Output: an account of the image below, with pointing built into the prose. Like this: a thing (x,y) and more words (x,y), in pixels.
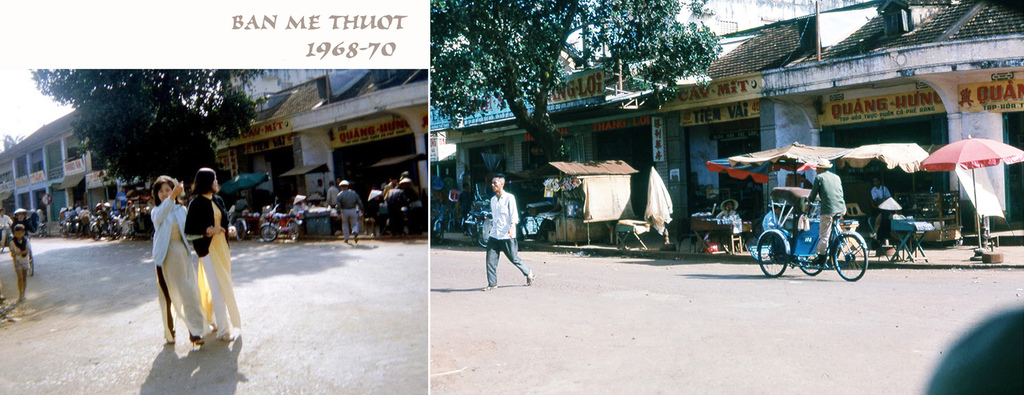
In this image I can see a collage of 2 images. In the left (192,203) image I can see 2 people (218,289) standing on the road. There are vehicles (234,213), tree (111,160) and buildings (282,173) at the back (254,149). In the right (696,313) image a person (505,206) is walking on a road (769,285). A person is riding a vehicle (832,267) and there are canopies (741,171), buildings (573,113) and a tree (502,23) at the back (513,8).
